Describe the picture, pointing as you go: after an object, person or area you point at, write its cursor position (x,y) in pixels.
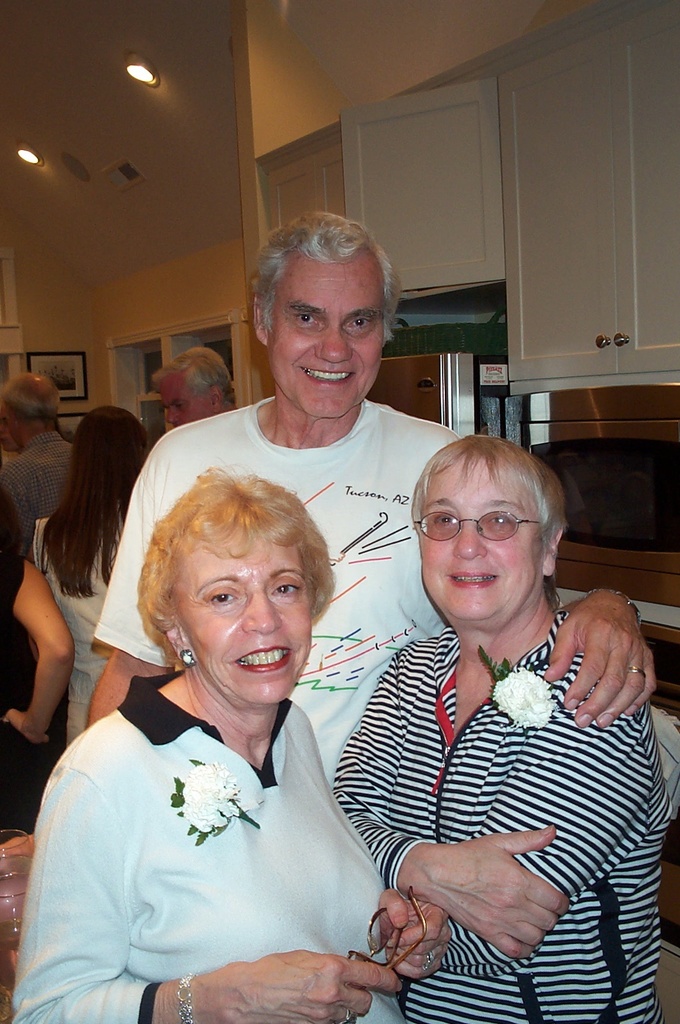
In front of the image there are two women (349,754) and a man (328,716) standing with a smile on their face (295,604), behind them there are a few other people (48,385) and a glass (19,896) on the table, behind them on the walls (177,315) and there is a refrigerator (382,363), cupboards (487,225), microwave oven (616,562) at the top of the image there are lamps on the ceiling (193,153).
